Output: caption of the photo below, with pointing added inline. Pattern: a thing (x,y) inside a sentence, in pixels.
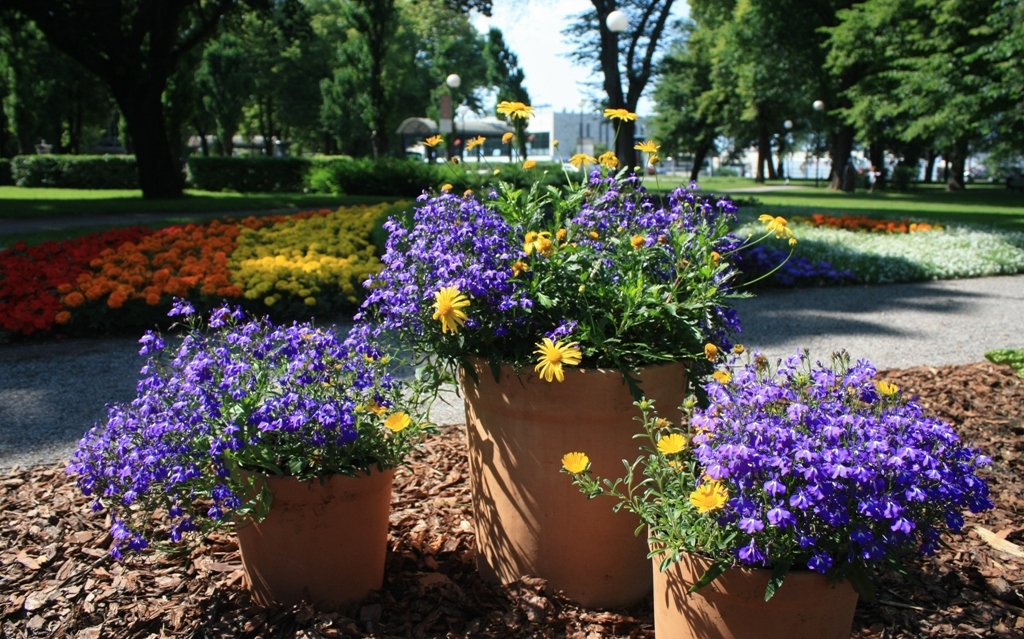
In the center of the image (423,278) there are flower plants (370,458) in the flower pots (359,592). At the bottom of the image (181,595) there are dried leaves (203,597). In the background of the image (280,3) there are trees (388,22). There is grass (884,200). There is building (509,126).
